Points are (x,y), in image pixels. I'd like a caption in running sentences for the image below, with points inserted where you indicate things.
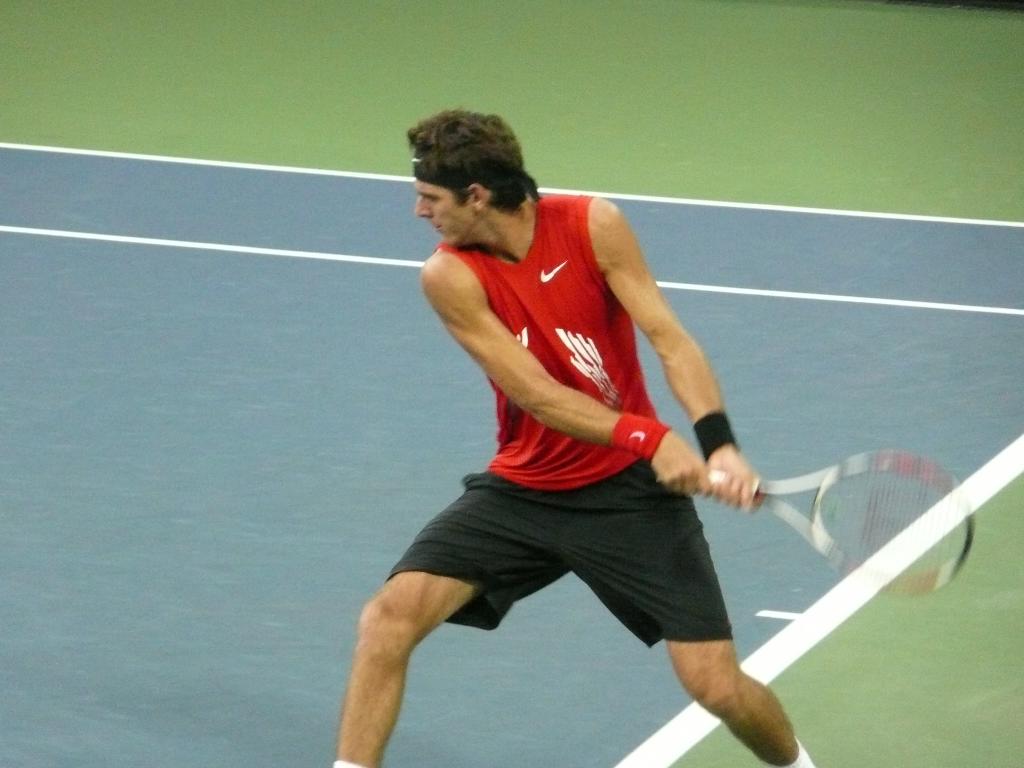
This is a tennis court (403,507). And a man (617,330) is wearing a red banyan (558,309) and black trousers (647,537) and he is holding a tennis racket (844,483) and he is having a wrist band (711,432). Also he is wearing a headband (446,179). And he is playing tennis.
